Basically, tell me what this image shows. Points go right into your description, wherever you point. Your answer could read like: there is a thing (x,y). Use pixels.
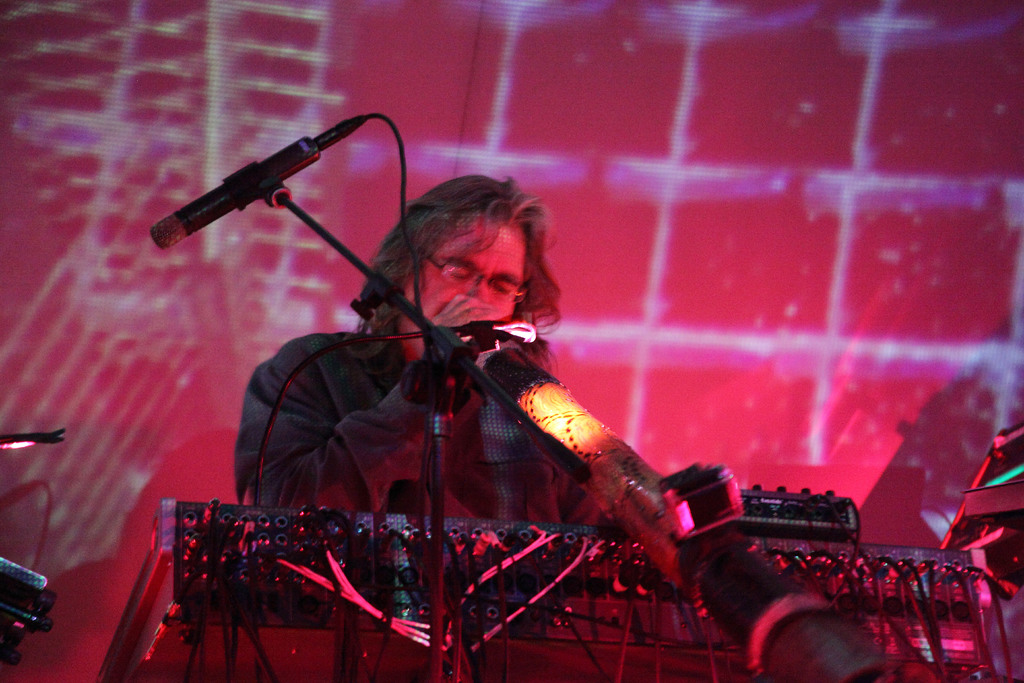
In this image we can see a person (499,432) playing the musical instrument (664,485). We can also see a mic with a stand (442,513). On the background (802,365) we can see some lights (633,322).
